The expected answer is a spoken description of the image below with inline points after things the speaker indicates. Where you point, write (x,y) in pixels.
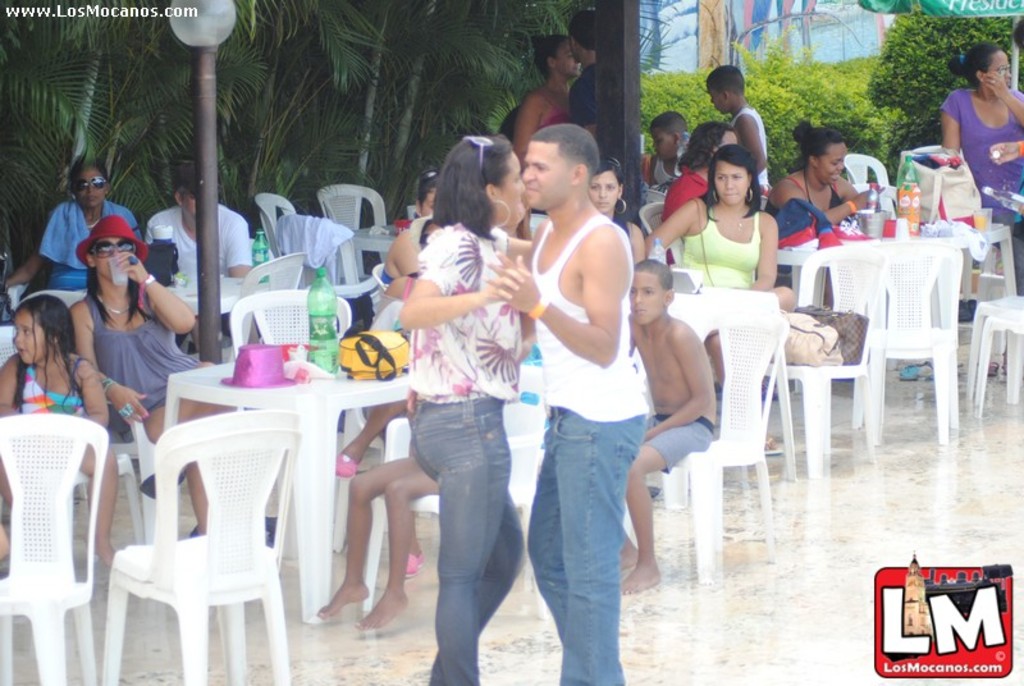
In the image we can see there are people (593,515) who are standing on the floor (355,622) and behind them there are people (434,227) who are sitting on chairs (275,321) and in front of them there is a table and at the back (916,72) there are lot of trees (17,72).
